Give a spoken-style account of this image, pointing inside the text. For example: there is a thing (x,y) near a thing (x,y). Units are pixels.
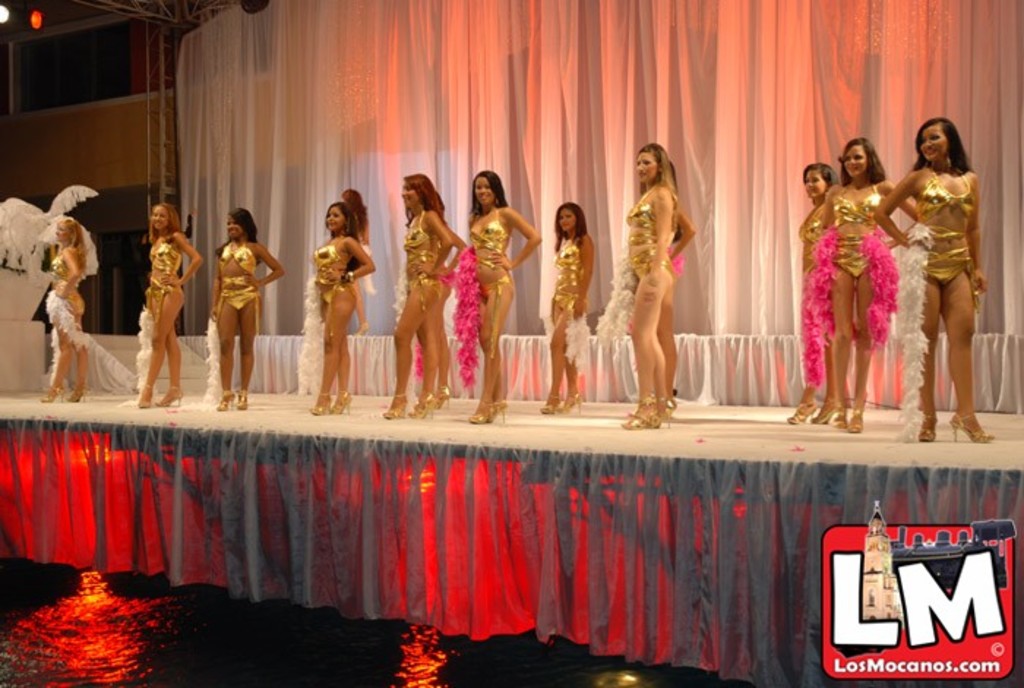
In this image there are women (865,347) with same costume (258,309) on the stage (712,424). In the background (527,103) we can see white curtain (728,64). At the bottom (881,565) there is a logo (938,628). On the left (67,95) there are windows (48,42).
